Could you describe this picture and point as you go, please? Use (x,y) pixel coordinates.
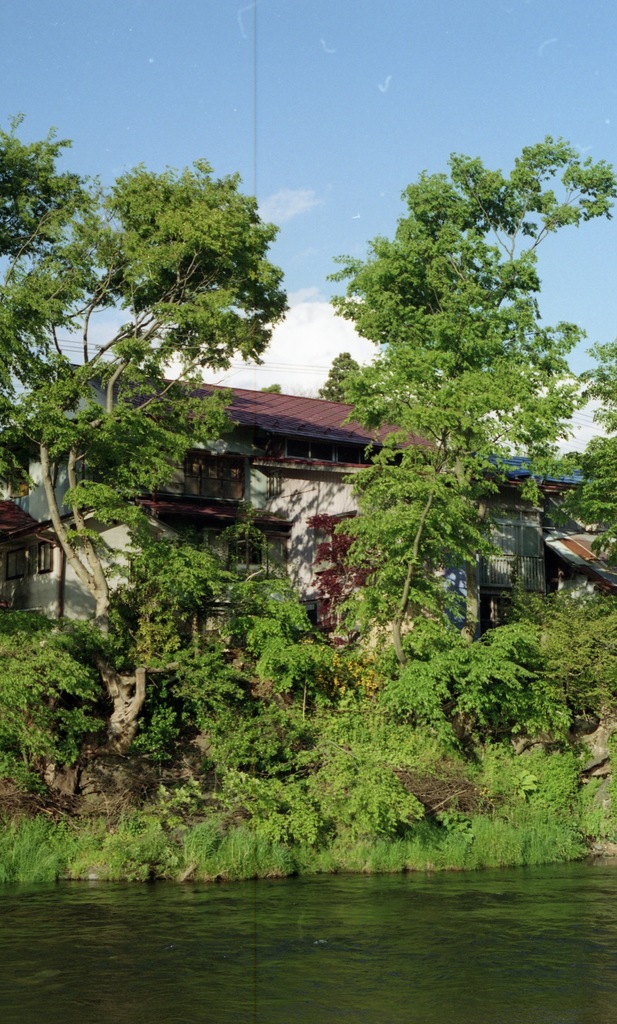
In this image we can see water (252,878), plants (428,759), trees (494,260), and a house (293,417). In the background (344,211) there is sky (398,211) with clouds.
